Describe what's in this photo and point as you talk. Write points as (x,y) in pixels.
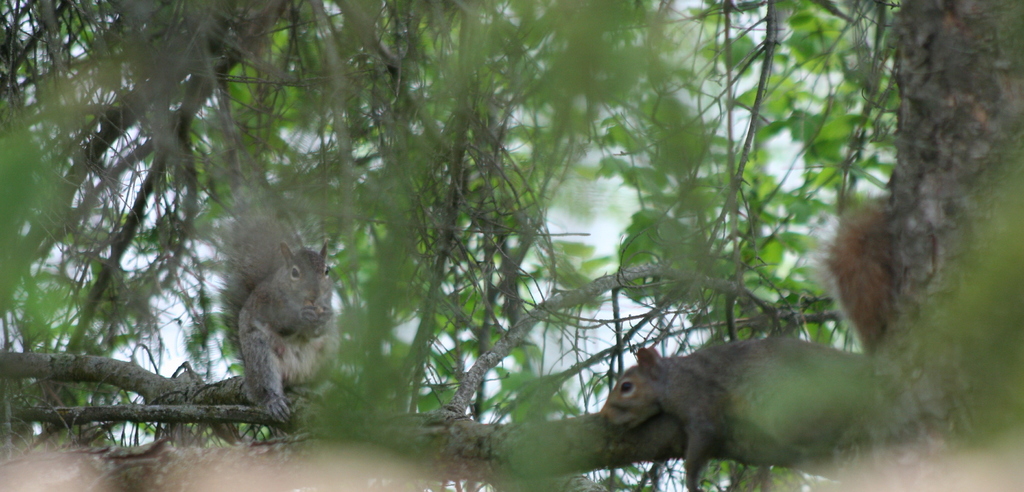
On this wooden branch (444,431) there are squirrels (651,359). This is tree (655,153).
